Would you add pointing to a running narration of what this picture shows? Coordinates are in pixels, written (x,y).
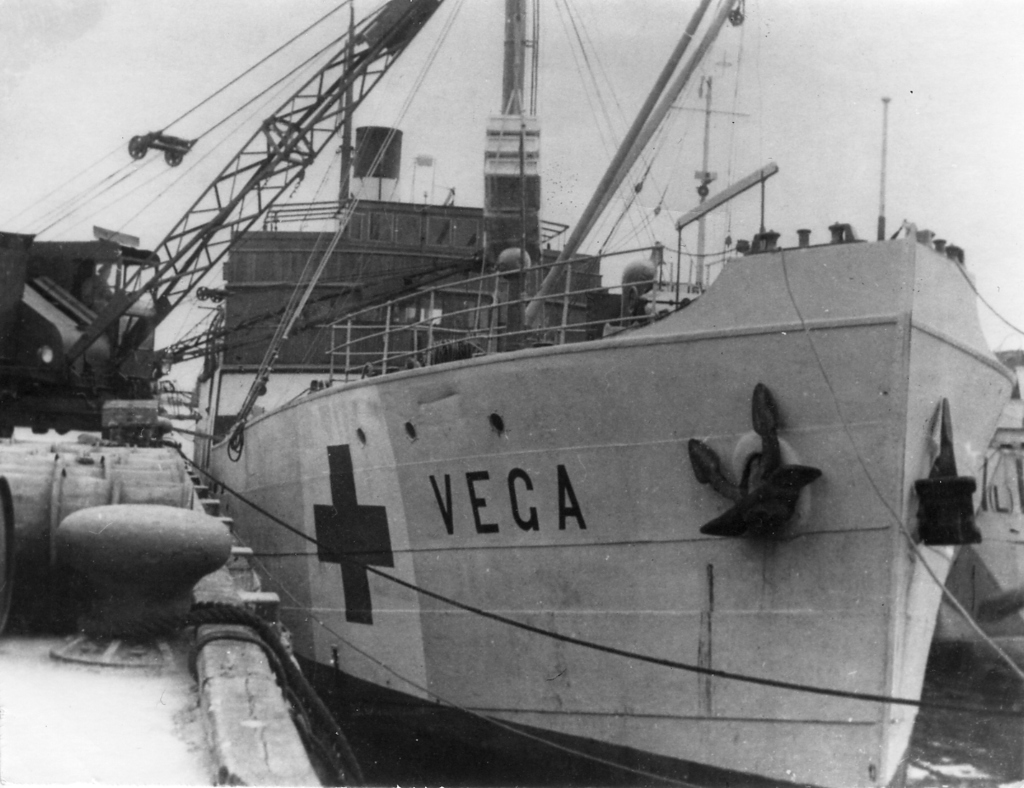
In this image I can see a ship (516,473). I can also see the image is in black and white color.
